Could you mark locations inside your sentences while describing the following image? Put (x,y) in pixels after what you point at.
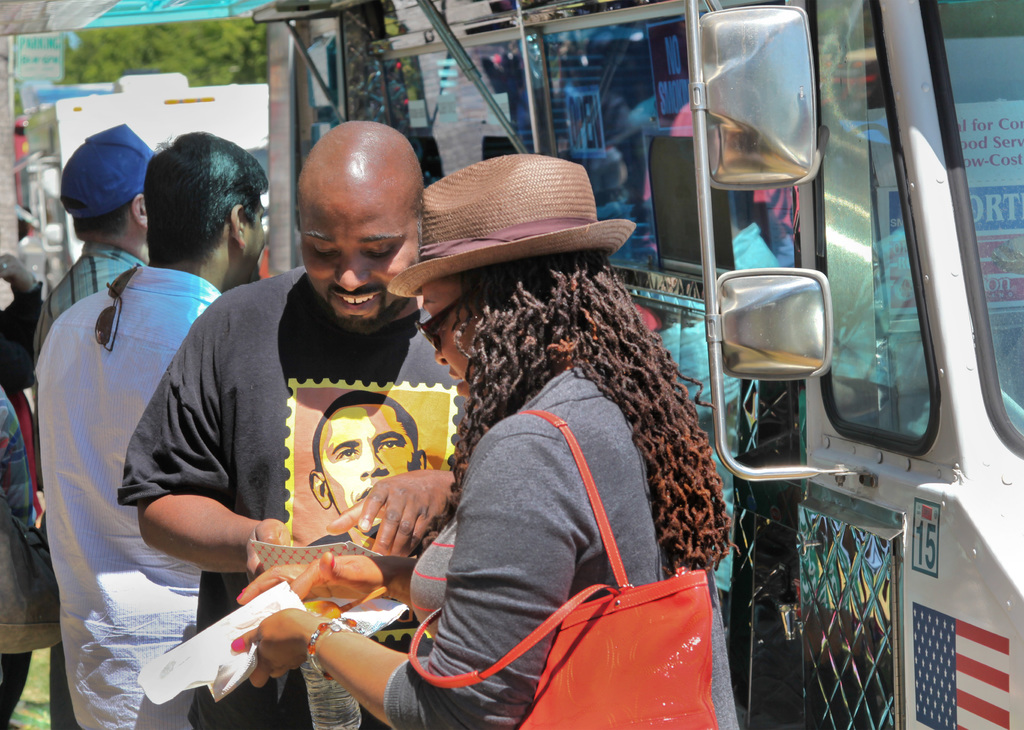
In this image there is a tree (180,44), there is an object (68,19) truncated towards the top of the image (124,14), there is a board (47,74), there is text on the board (40,48), there is an object (5,65) truncated towards the left of the image (8,119), there is a vehicle (756,68) truncated towards the right of the image (725,67), there are persons (372,358) standing, there are persons (406,348) holding an object (291,593), there is a person (18,363) truncated towards the left of the image (33,453), there is a person (486,488) wearing a bag (576,594), there are persons (409,682) truncated towards the bottom of the image (364,636).
